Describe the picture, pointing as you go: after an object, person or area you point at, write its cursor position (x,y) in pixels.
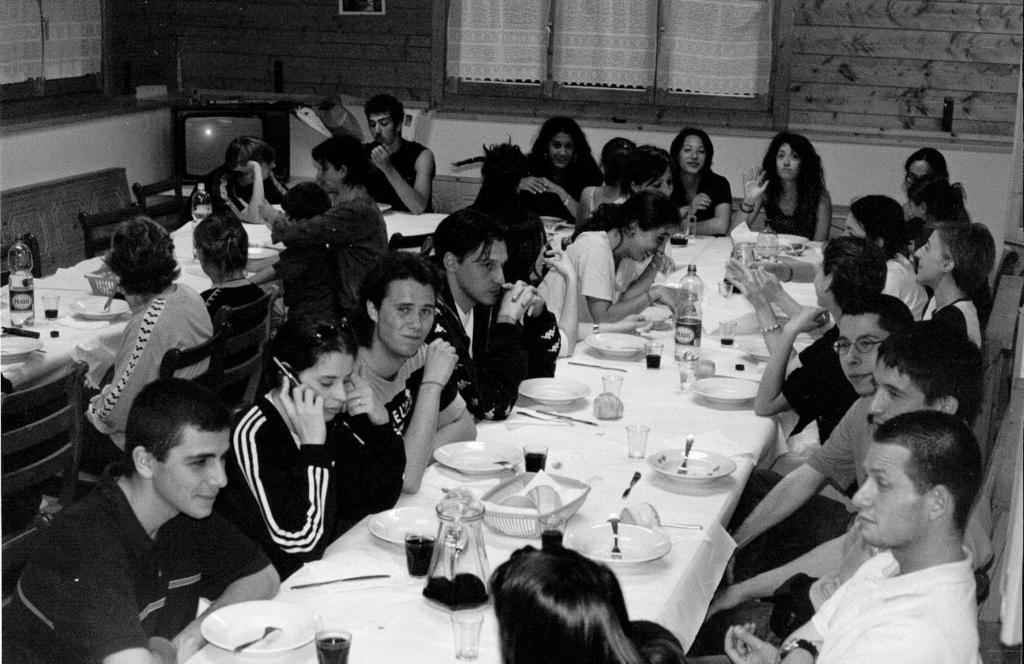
A black and white picture. Persons (115,387) are sitting on chairs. In-front of them there are tables (505,539), on tables (70,321) there are bottles (690,337), glasses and plates (481,456). On the corner of the image there is a television (184,172).
